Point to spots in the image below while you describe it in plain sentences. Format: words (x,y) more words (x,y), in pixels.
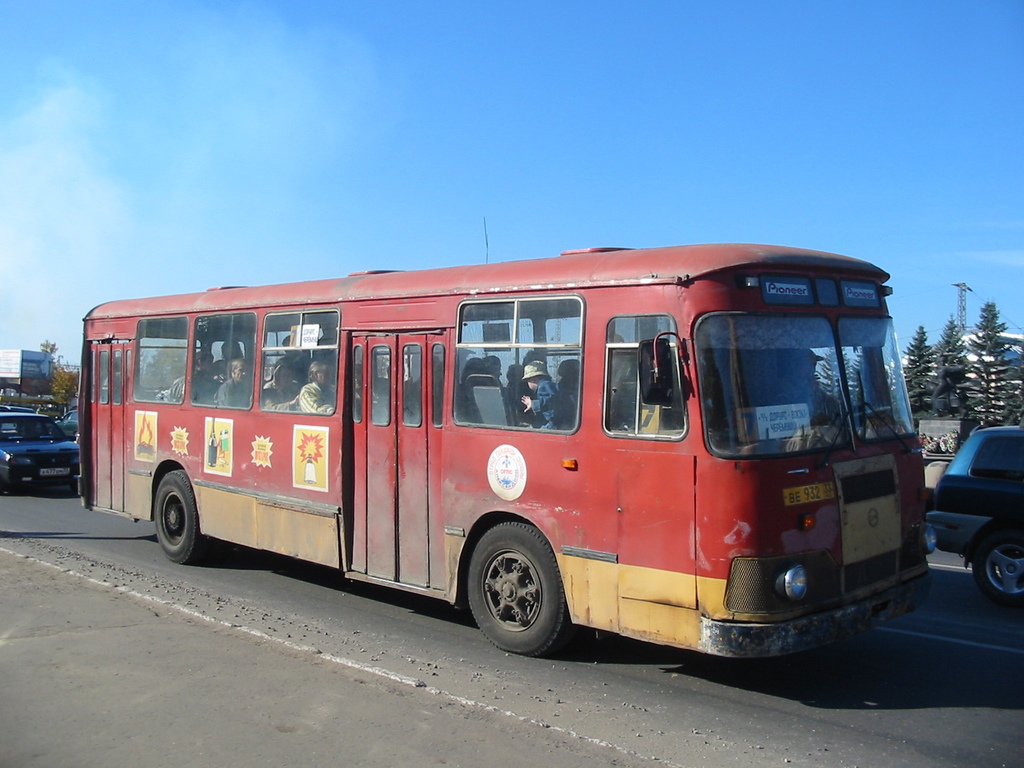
In this image we can see the bus (468,338) on the road (302,582). Here we can see the passengers (531,366) sitting in the bus (421,385). Here we can see the cars (54,438) on the road (942,630). Here we can see the trees (914,387) on the right side (1004,388). This is a sky (998,289) with clouds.
